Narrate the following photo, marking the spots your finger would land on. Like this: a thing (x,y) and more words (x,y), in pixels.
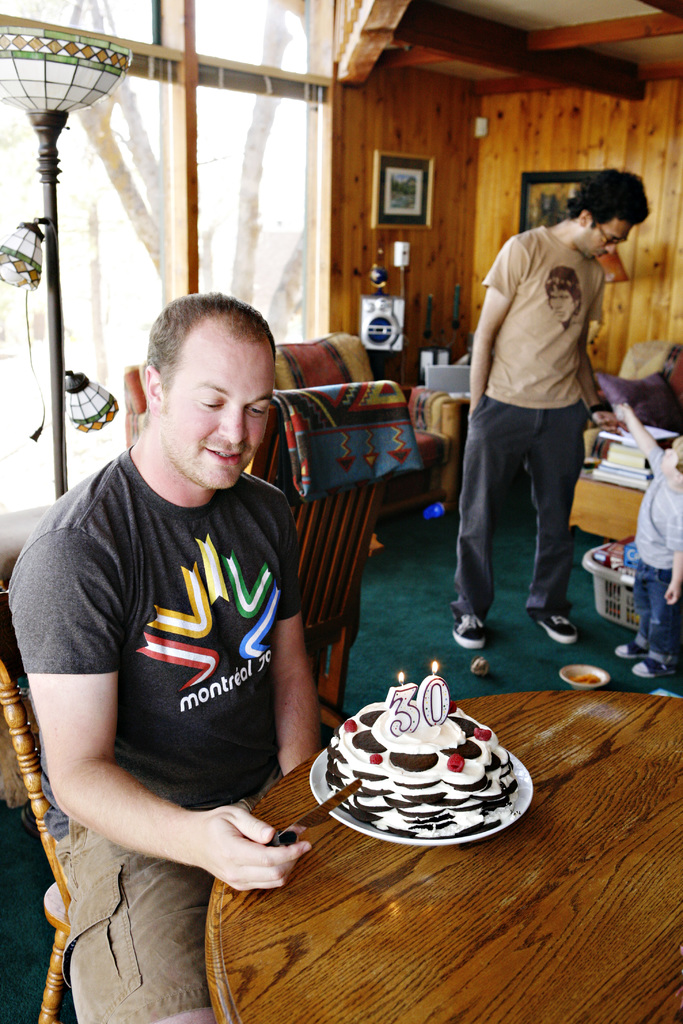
In this image I see a man (259,417) who is sitting on the chair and he is smiling, I can also see that he is holding a knife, there is a table (290,887) in front of him and there is a cake (371,760) on it. In the background (664,484) i see a man (554,551), a child (635,432), sofa (442,405), wall (646,102) and photo frames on it and I can also see a window (4,382).
